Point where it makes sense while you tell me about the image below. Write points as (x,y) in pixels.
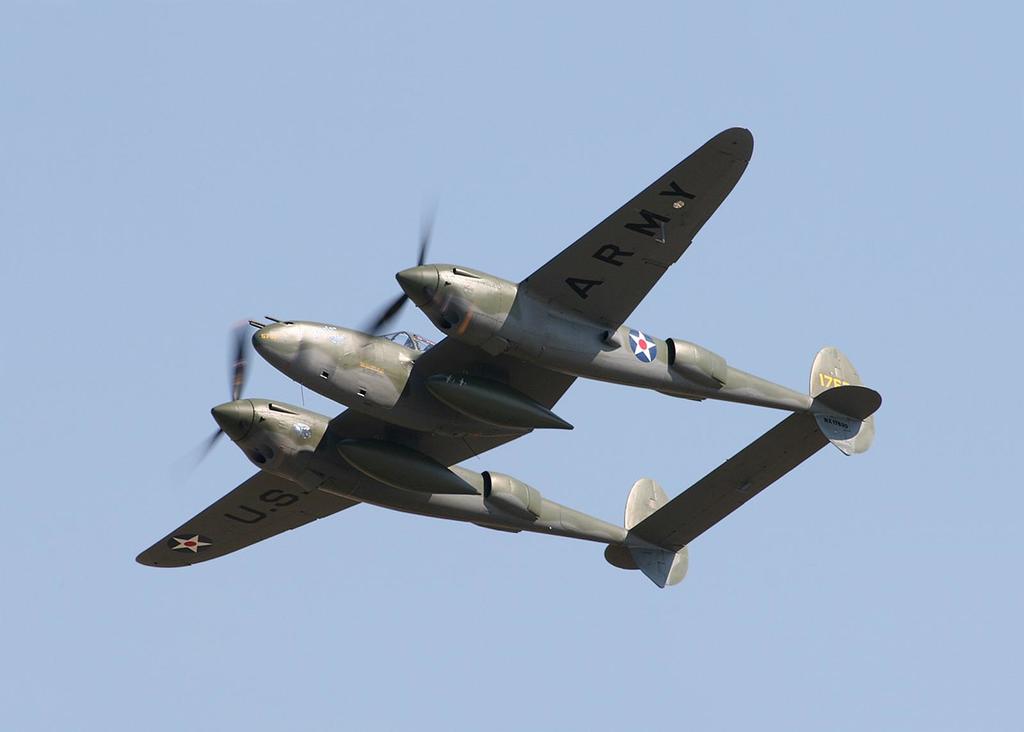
In this image we can see green color aircraft (441,423) which is flying in the sky (586,390), which is of green color and at the background of the image (827,681) there is clear sky (827,681).
